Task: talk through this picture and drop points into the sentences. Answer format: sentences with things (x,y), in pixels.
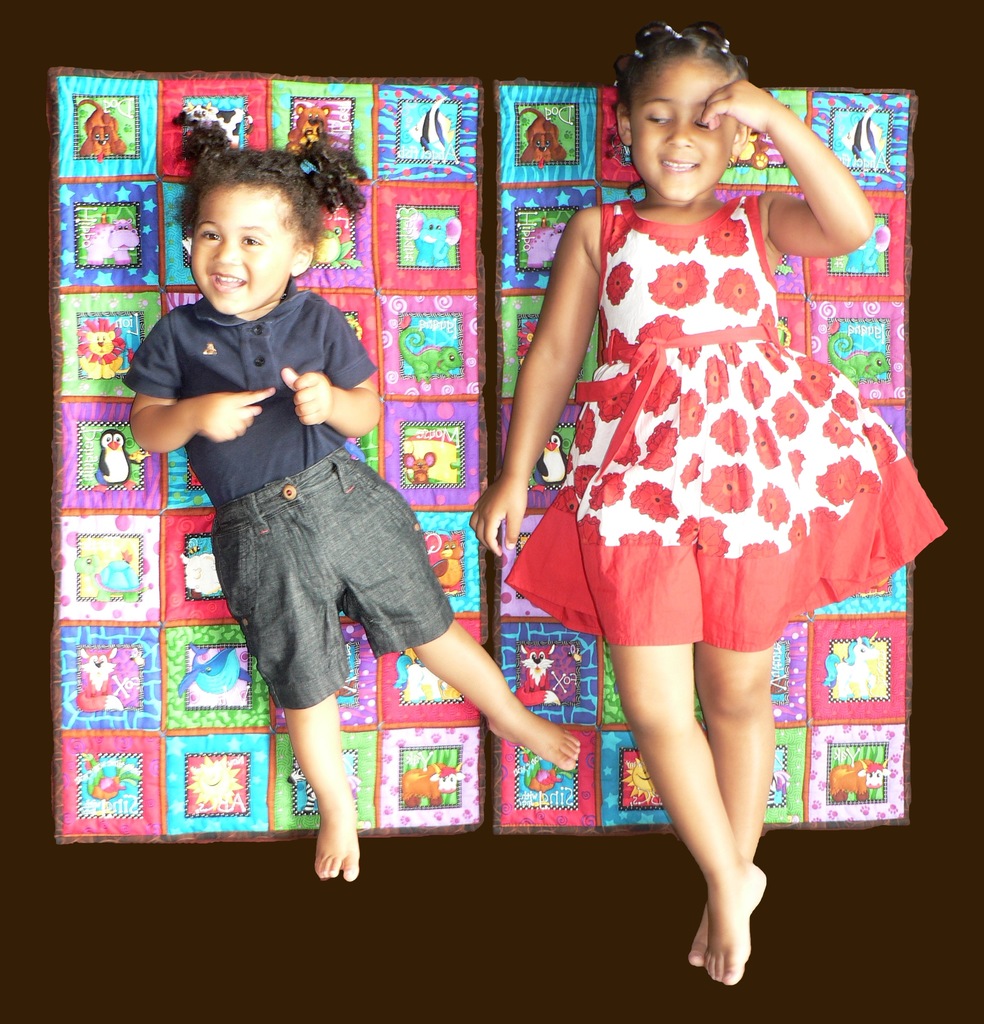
Here in this picture we can see two children (413,628) lying on the mattresses (347,319) present over there and both are smiling.
